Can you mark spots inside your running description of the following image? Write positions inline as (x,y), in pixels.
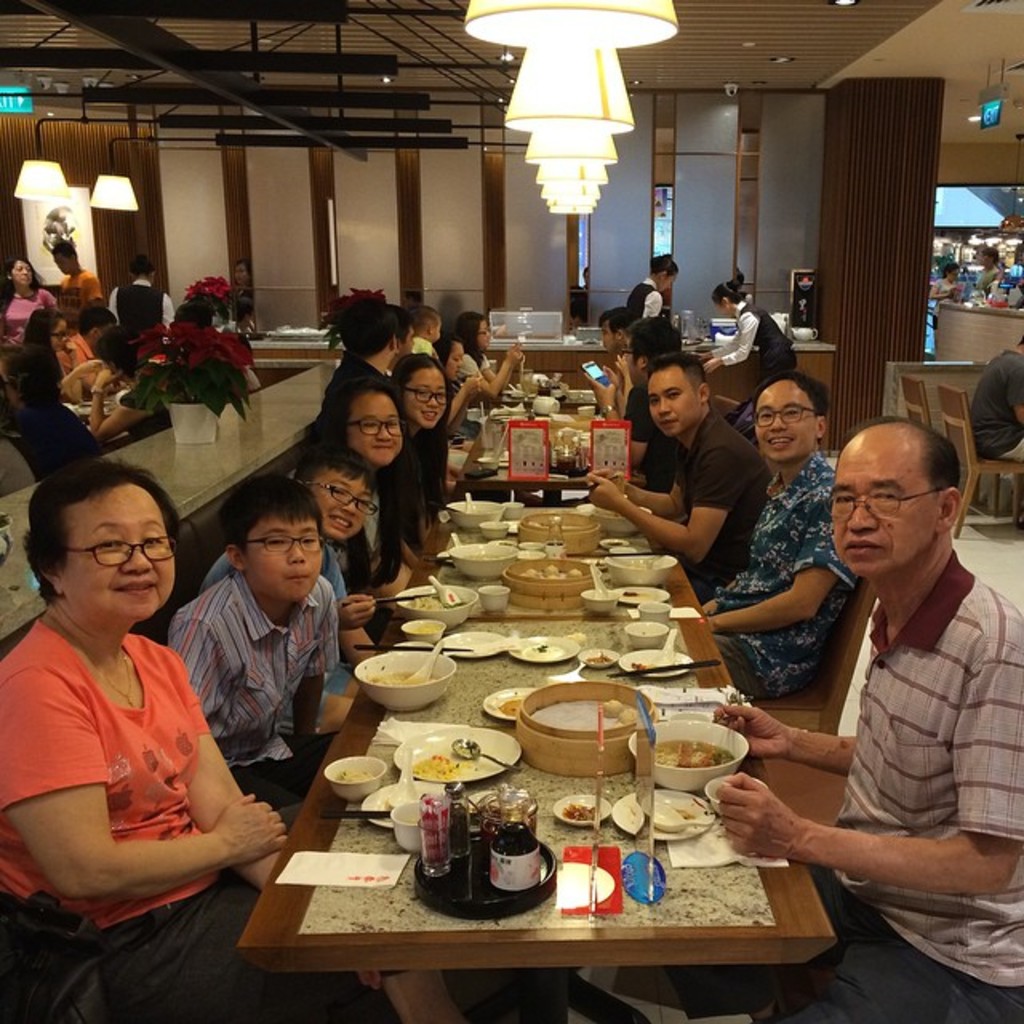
Here this place looks like restaurant (499,289). There are many peoples (278,605) sitting. There are some kids (290,549). In front of them there is a table (558,776). There are many food items (478,736) on that table (600,632). On the top (599,106) there is light (575,109). We can see the workers (731,295) in black and white dress (735,316).
